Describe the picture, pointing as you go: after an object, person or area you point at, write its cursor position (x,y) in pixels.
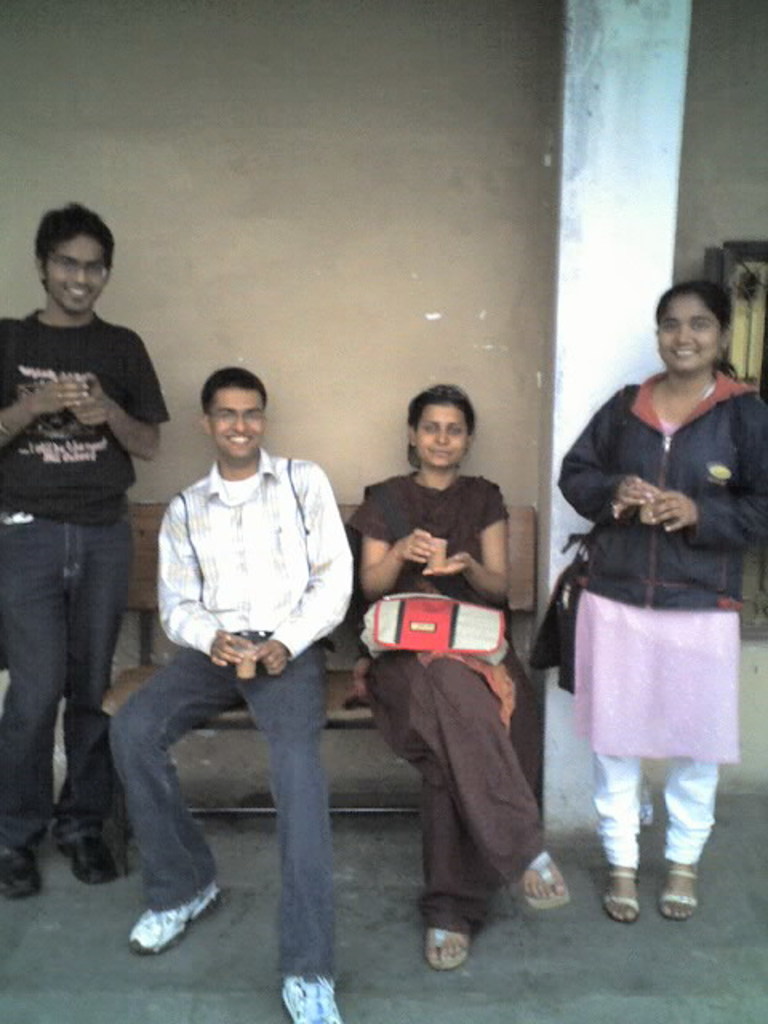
In this image I can see four people (300,517) with different color dresses (314,639). Two people (374,707) are sitting on the bench (235,725). I can see one person (595,663) is wearing the bag (557,631) and these people (217,444) are smiling. In the back (446,294) I can see the wall (343,205).
